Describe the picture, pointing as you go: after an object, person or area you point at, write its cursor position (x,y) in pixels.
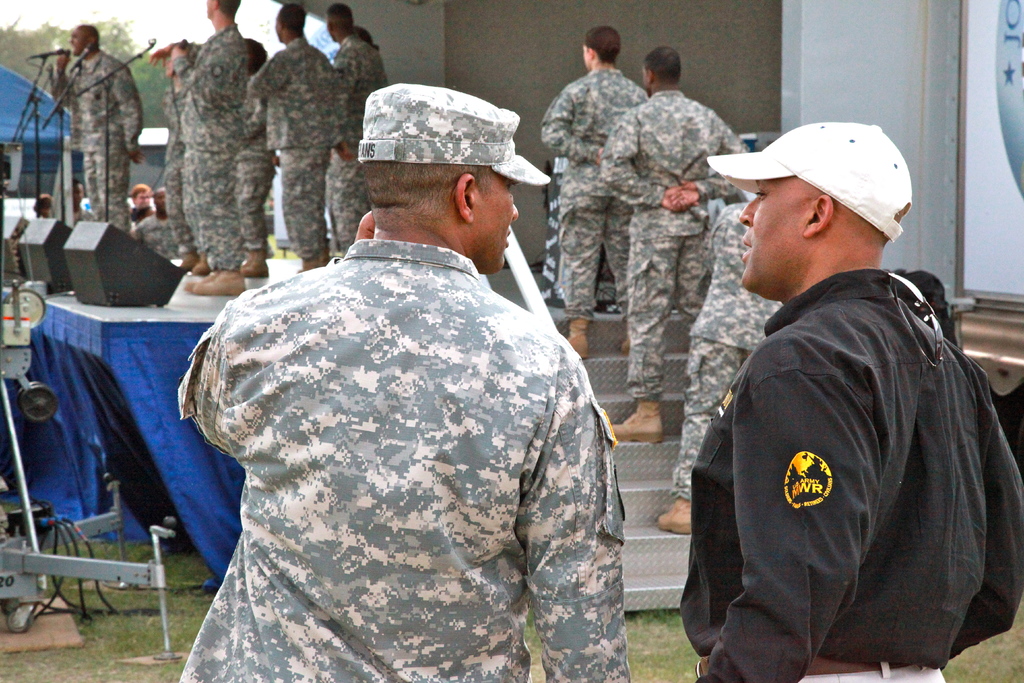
As we can see in the image there are buildings (516,73), stairs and group of people (256,189). Few of them are wearing army dresses (243,164) and there is stage (157,384). On the left side (44,55) there are mics (36,167).
